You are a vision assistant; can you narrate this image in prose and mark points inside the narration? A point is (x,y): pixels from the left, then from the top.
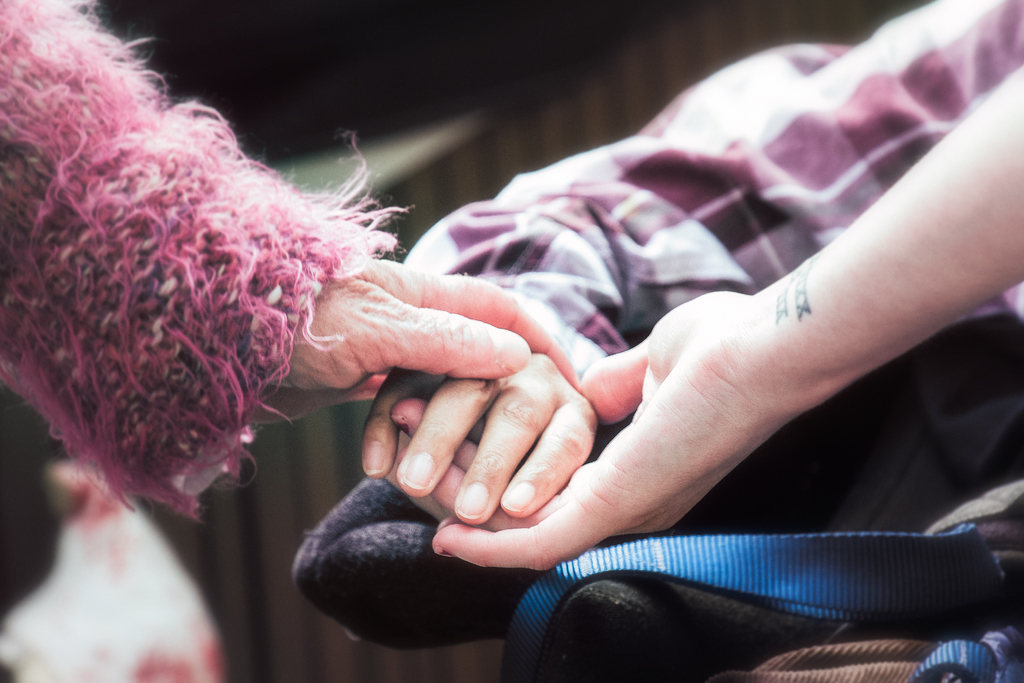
In this image we can see some helping hands (479,366) hold together.
